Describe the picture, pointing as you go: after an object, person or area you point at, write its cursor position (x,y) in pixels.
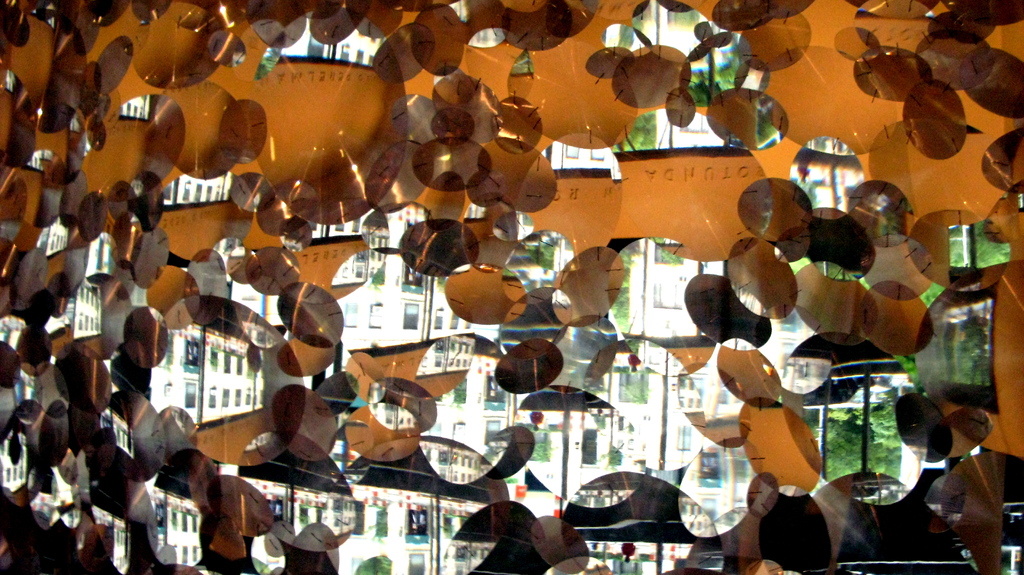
This is an edited image. To the right side of the image (878,456) there are trees (851,443). To the left side of the image (191,390) there are buildings (191,343).
